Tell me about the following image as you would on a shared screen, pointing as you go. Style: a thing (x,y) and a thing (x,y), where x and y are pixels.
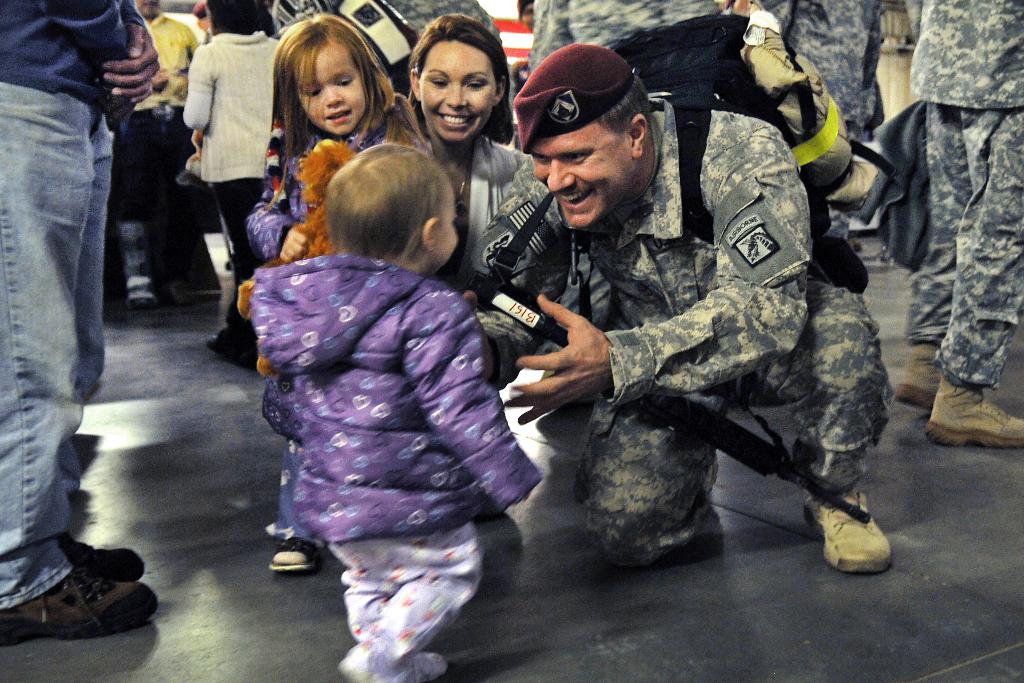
Here I can see a man (621,364) wearing uniform (733,312), sitting on the knees (626,546) and smiling by looking at the baby (403,573) who is in front of him. Beside this man (518,200) there is a woman (467,151) and a girl (296,181) are also smiling by looking at this baby (396,320). In the background (236,35), I can see few people (858,105) are standing on the floor (166,534). Few are holding bags (814,127).
